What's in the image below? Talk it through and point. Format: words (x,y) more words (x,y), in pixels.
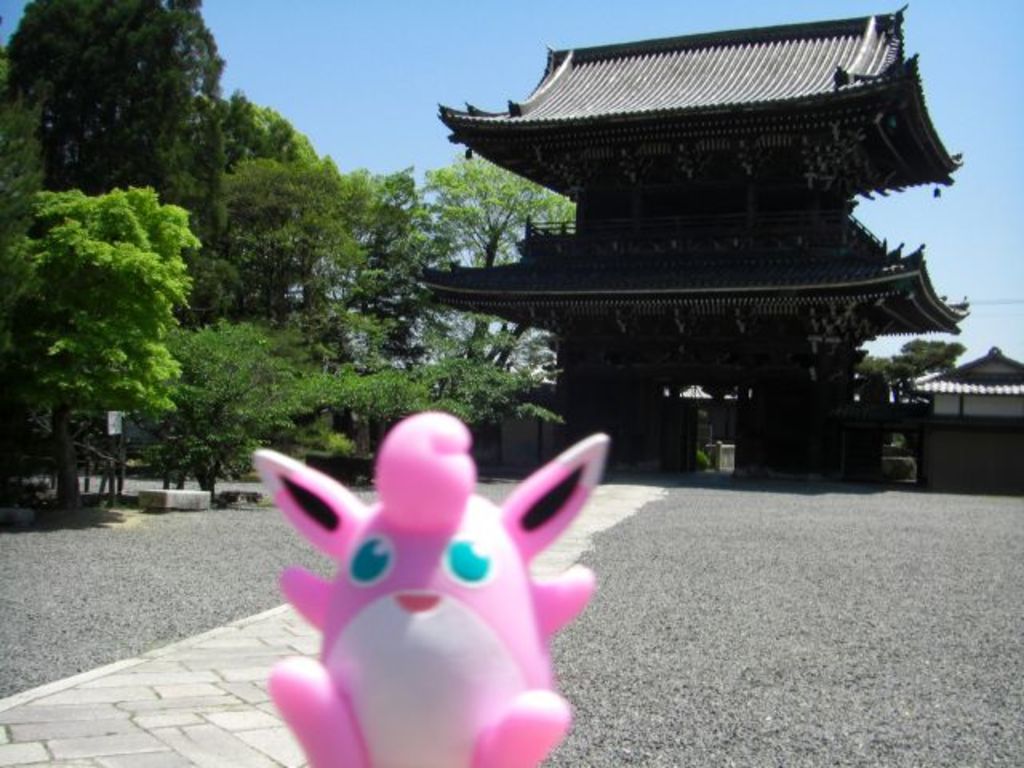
In this image we can see a toy (301,510). Behind the toy (600,463) we can see a group of trees (417,349) and a house (743,216). At the top (471,29) we can see the sky (414,51).
